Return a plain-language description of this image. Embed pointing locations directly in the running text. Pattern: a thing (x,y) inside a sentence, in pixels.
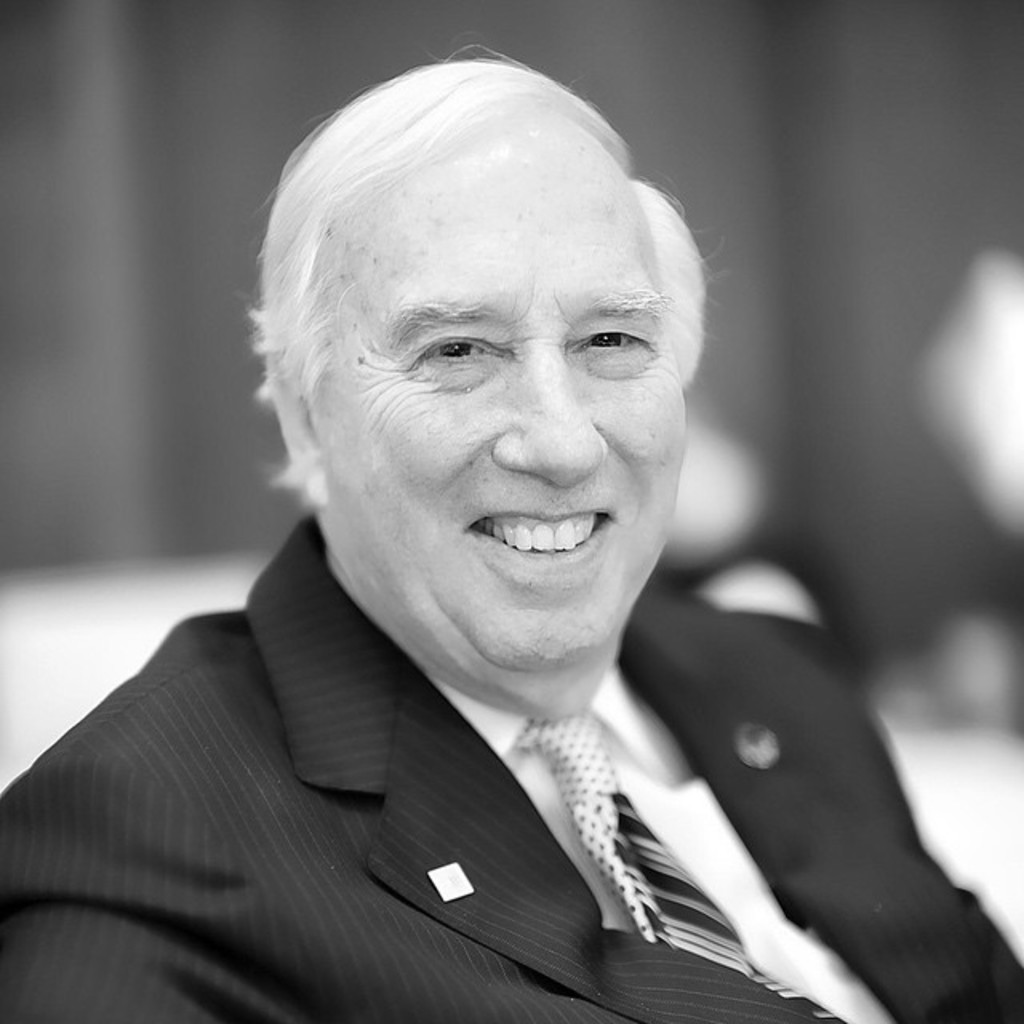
It is a black and white image. In this image in front (190,808) there is a person (372,610) sitting on the chair (985,862) and he was wearing a smile on his face (500,304). On the backside (696,190) there is a wall (231,241).
